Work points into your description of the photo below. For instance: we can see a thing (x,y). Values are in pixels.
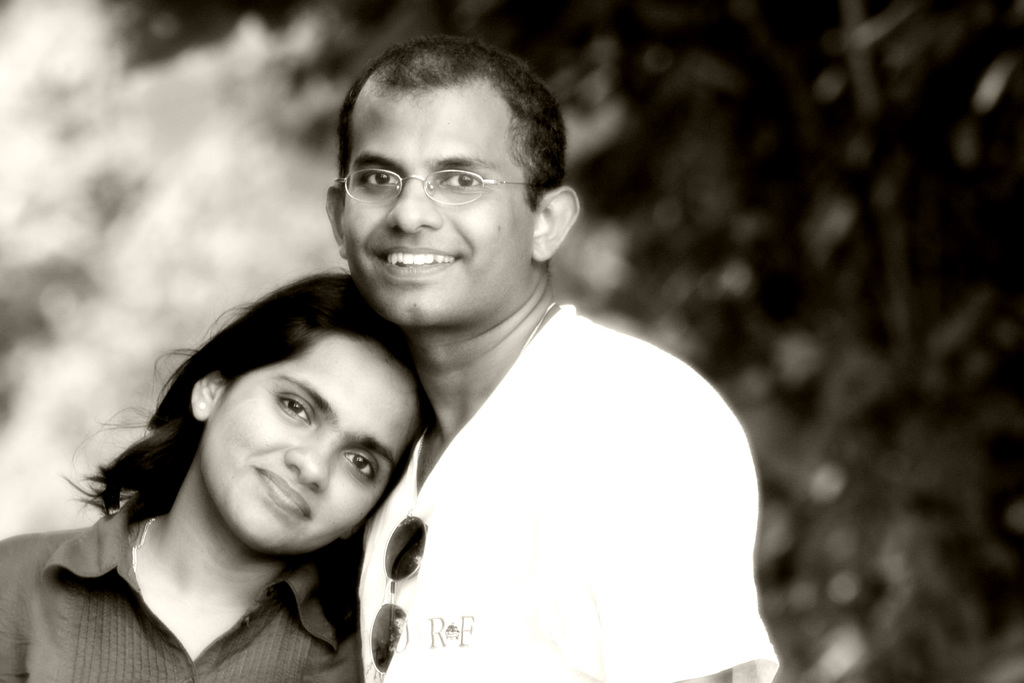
In this image I can see a woman (386,483) and a man (473,419) in the front (565,377). I can see both of them are smiling. I can see he is wearing a specs (360,189) and on his chest (369,667) I can see a goggles (403,555). I can also see this image is blurry in the background (205,101) and I can see this image is black and white in colour.
